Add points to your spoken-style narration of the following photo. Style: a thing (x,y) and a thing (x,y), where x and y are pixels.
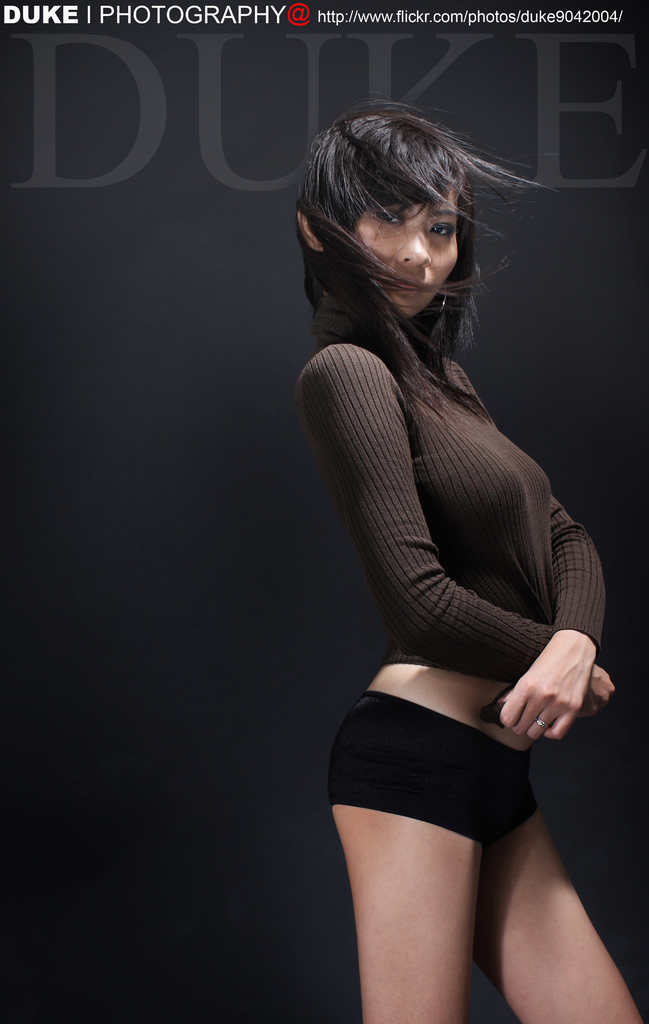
In this image a beautiful lady (438,614) is standing, she is wearing a brown color sweater (456,504) and black color short (435,778).
